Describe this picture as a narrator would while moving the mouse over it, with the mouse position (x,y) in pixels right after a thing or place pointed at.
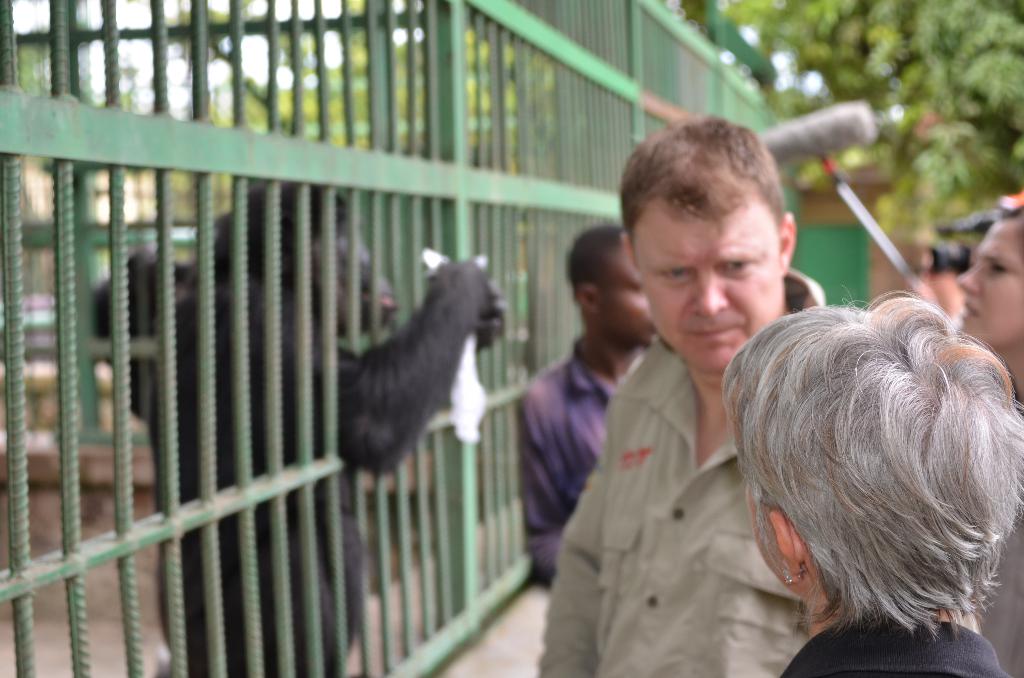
In this image we can see an animal (321,508) beside a fence (171,485). We can also see a group of people (620,587) standing in front of it. On the backside (885,227) we can see a microphone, some trees (909,140) and the sky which looks cloudy.
